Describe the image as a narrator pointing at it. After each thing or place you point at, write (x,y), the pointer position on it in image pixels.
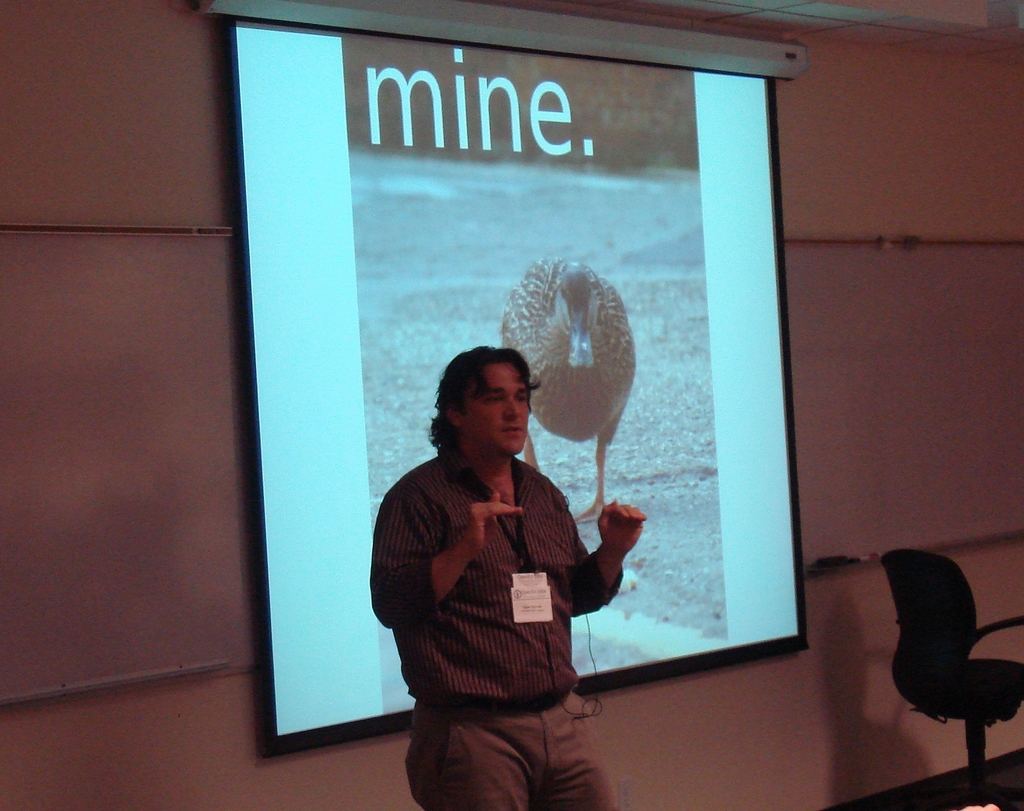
In this image I can see a man (447,805) is standing next to a projector screen (722,597). I can also see a chair (959,688).
